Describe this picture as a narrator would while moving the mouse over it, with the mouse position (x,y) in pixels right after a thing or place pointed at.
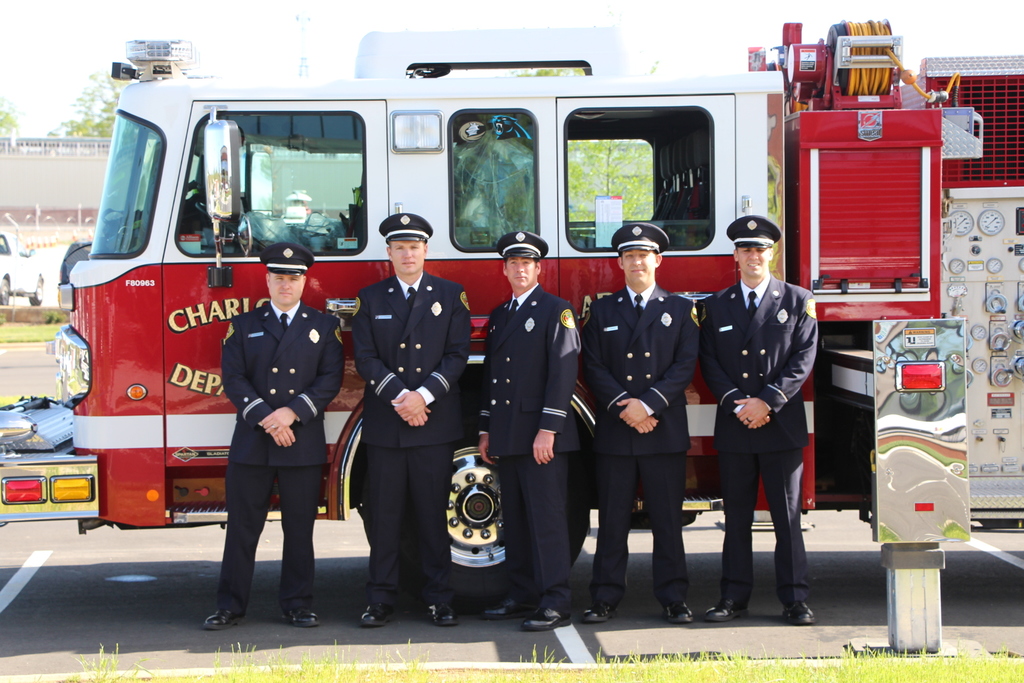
In this image I can see the group of people (510,410) wearing the uniforms (498,415). At the back of these people (508,390) I can see the vehicle (343,278) on the road (220,537). To the left (3,268) I can see few more vehicles (41,299). In the background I can see the trees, wall (72,219) and the sky (883,6).
